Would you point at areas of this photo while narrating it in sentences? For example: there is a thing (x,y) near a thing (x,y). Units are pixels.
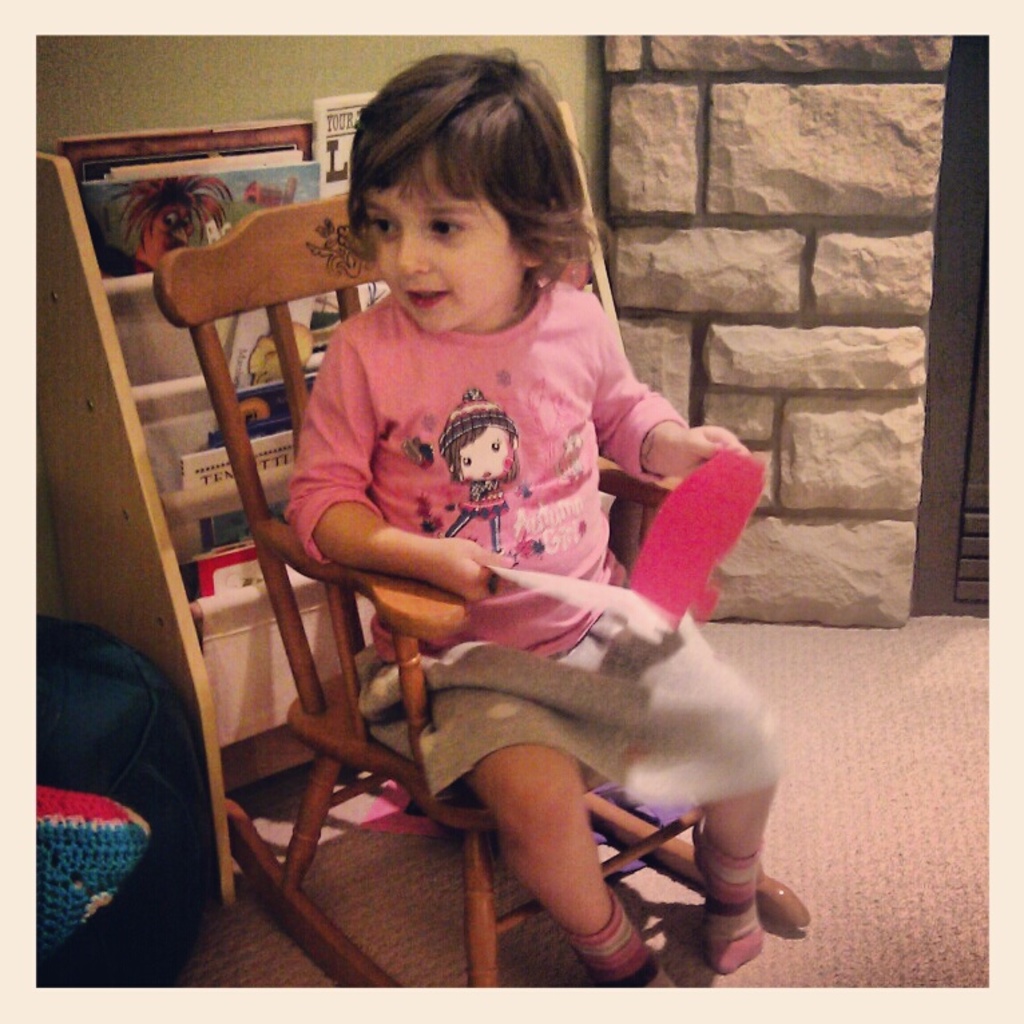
In the center (466,361) we can see one person (525,376) sitting on the chair (403,679). And coming to the background (597,90) we can see wall (610,99) and shelf (157,451) with full of books (187,467) and backpack (158,720).
